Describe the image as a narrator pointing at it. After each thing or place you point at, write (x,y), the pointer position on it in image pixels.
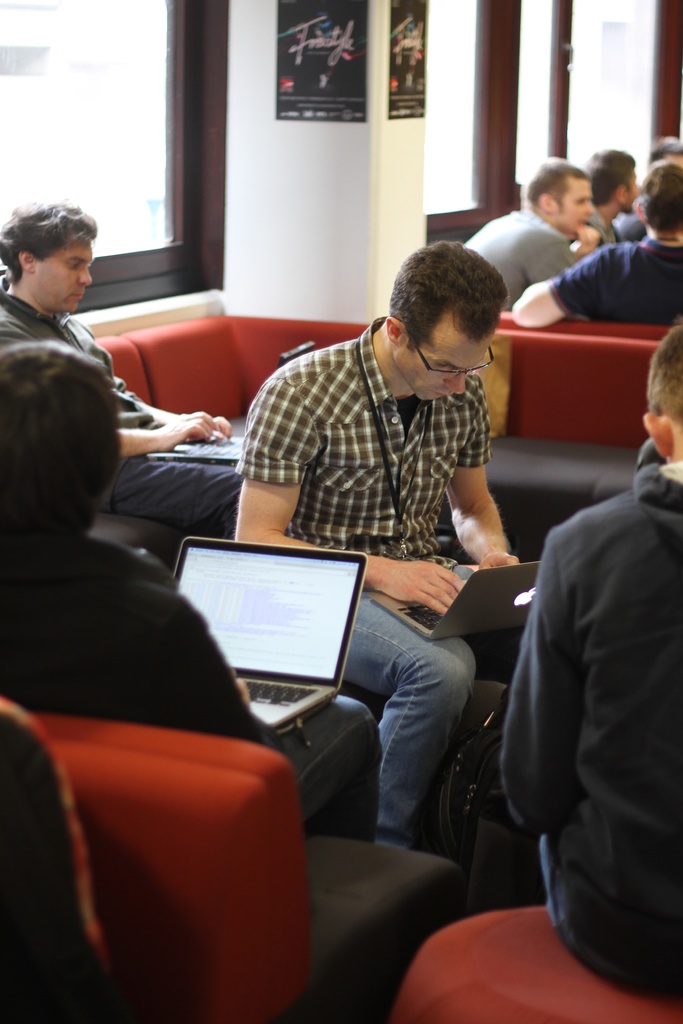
In the foreground of this image (395,872), there are people (353,493) sitting on couches (533,530) holding laptops (499,593). At the top (204,81), there are glass windows (541,50) and we can also see people (658,191) sitting.
